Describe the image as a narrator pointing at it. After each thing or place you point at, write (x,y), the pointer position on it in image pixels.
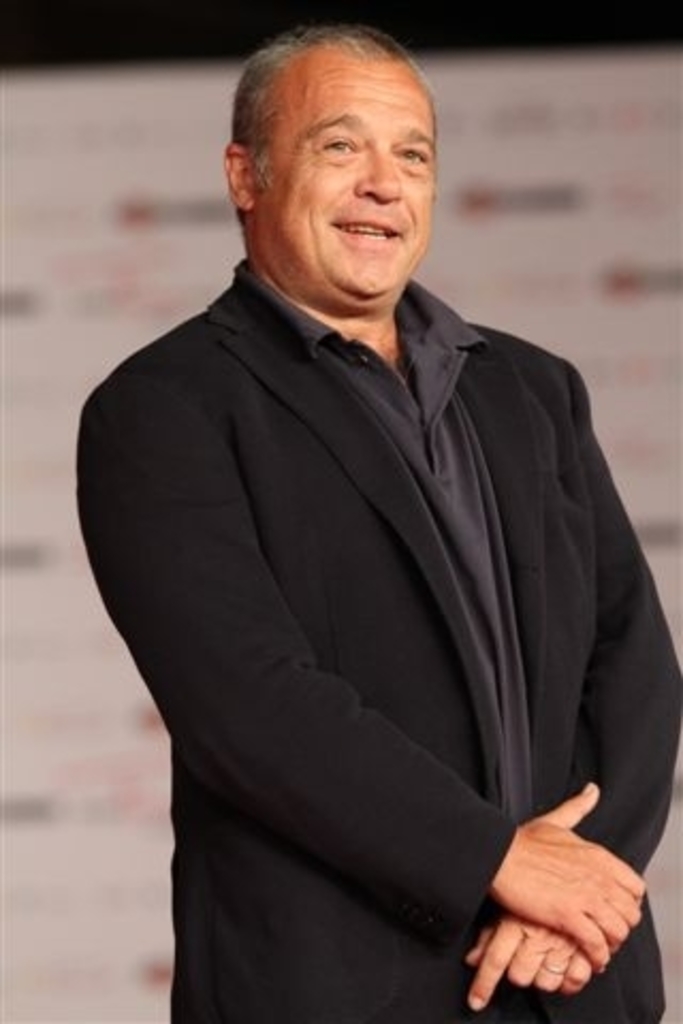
In this image I can see a man (268,305) wearing black color suit (259,518), standing and smiling. The background (126,121) is blurred.
